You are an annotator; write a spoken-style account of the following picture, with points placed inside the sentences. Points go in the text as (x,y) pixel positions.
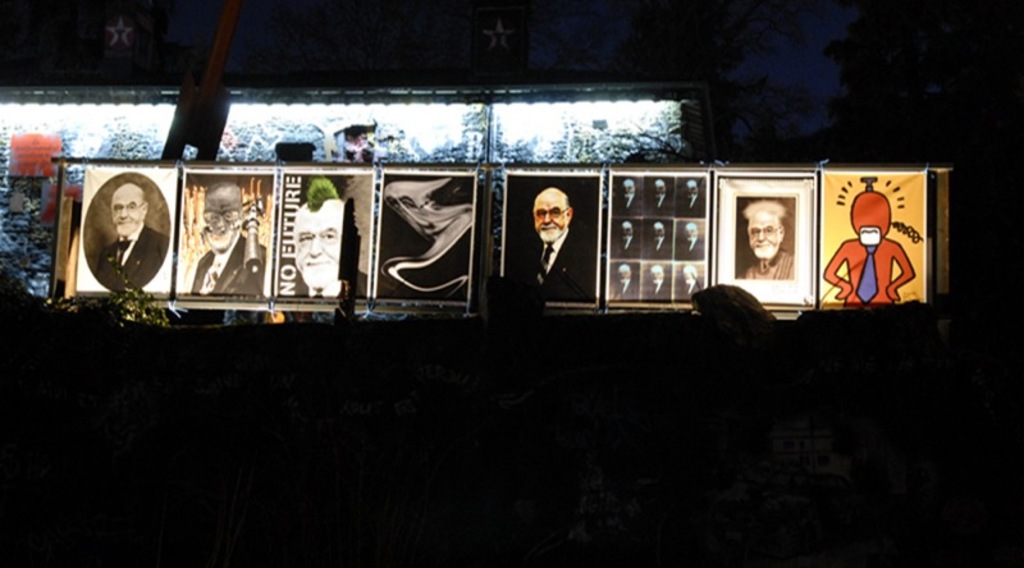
In this image we can see some photo frames (465,183) and a glass object (427,103), also we can see the background (745,50) is dark.
